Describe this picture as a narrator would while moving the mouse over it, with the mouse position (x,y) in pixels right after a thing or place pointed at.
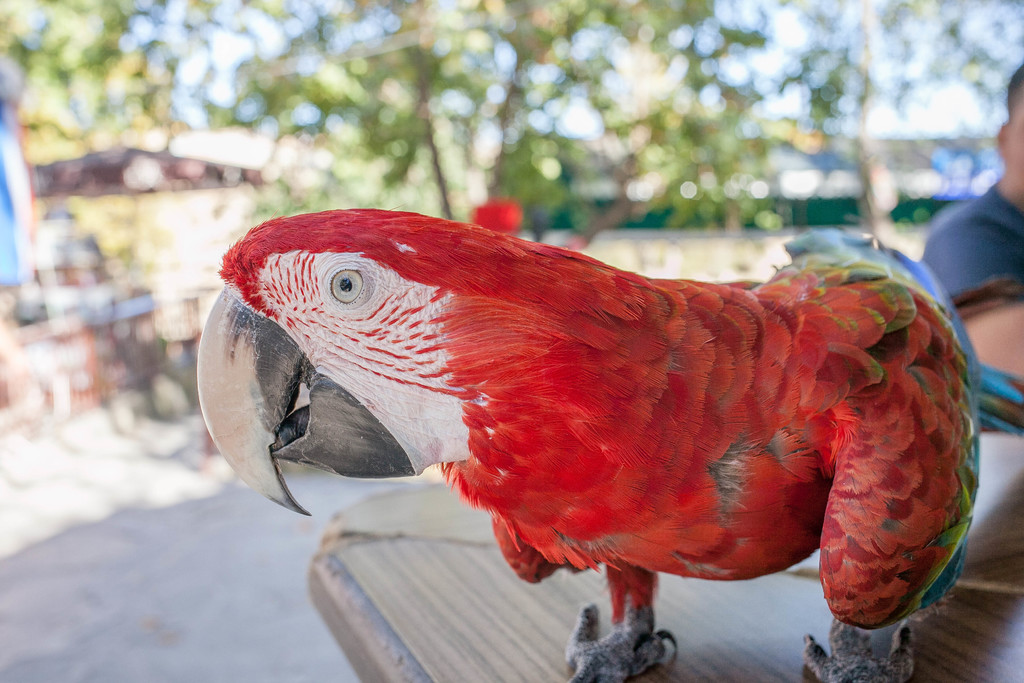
This image consists of a parrot (830,459). It is on a table (517,640). In the background (451,150), there are trees (100,124). At the bottom (112,635), there is ground (146,611). On the right (975,271), we can see a man (979,316) sitting.
